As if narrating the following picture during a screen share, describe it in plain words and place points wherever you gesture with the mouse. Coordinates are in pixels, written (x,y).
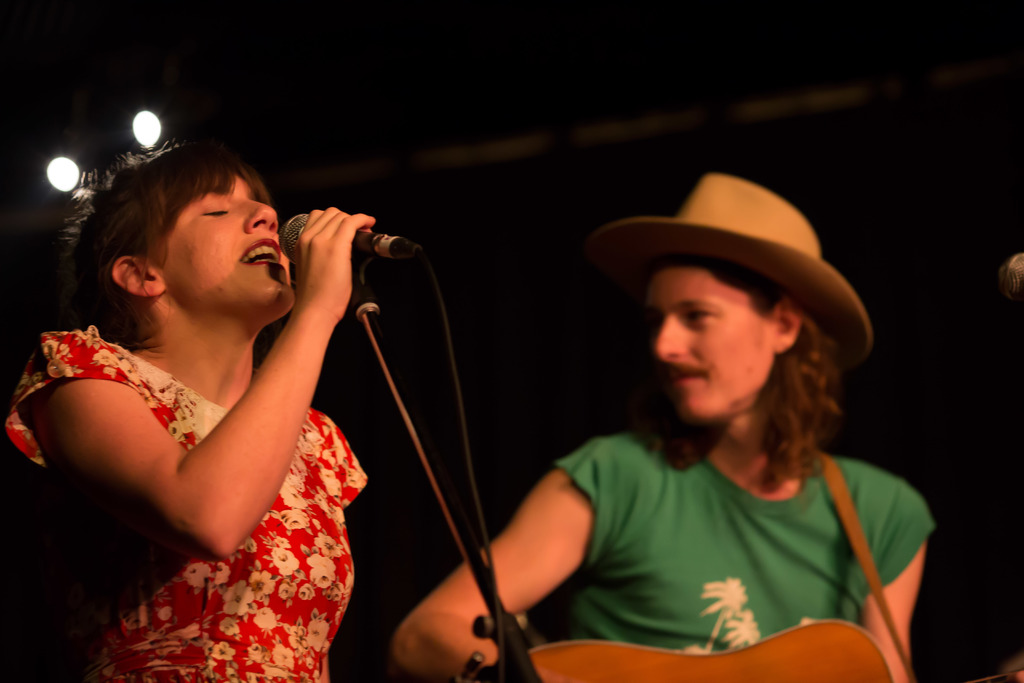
In this image there are two persons (670,423). The woman (259,480) at the left side (259,423) is holding a mic (380,235) and singing. The man (698,426) on the right side (741,510) is holding a musical instrument (767,653) and wearing a hat (745,200). In the background (68,182) there are two spotlights (63,169).
